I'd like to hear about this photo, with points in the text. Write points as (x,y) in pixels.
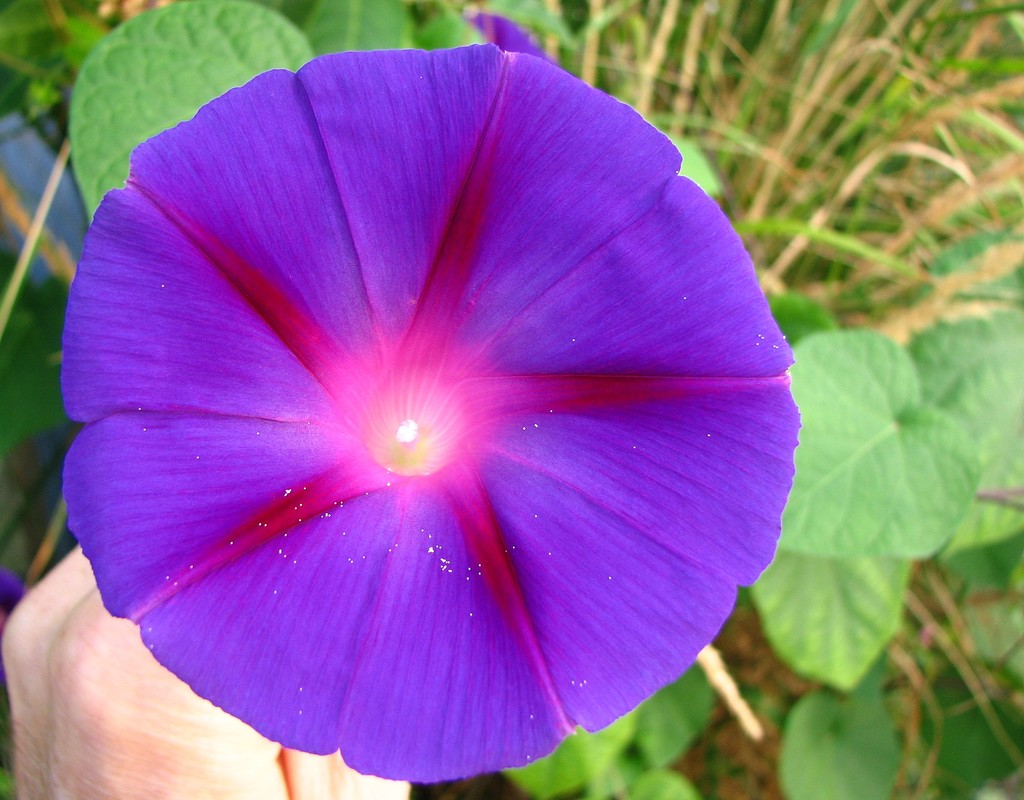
In this image I can see the pink and purple color flowers (334,384) to the plant (623,578). To the side I can see the grass (631,58) and the human hand (106,702).
